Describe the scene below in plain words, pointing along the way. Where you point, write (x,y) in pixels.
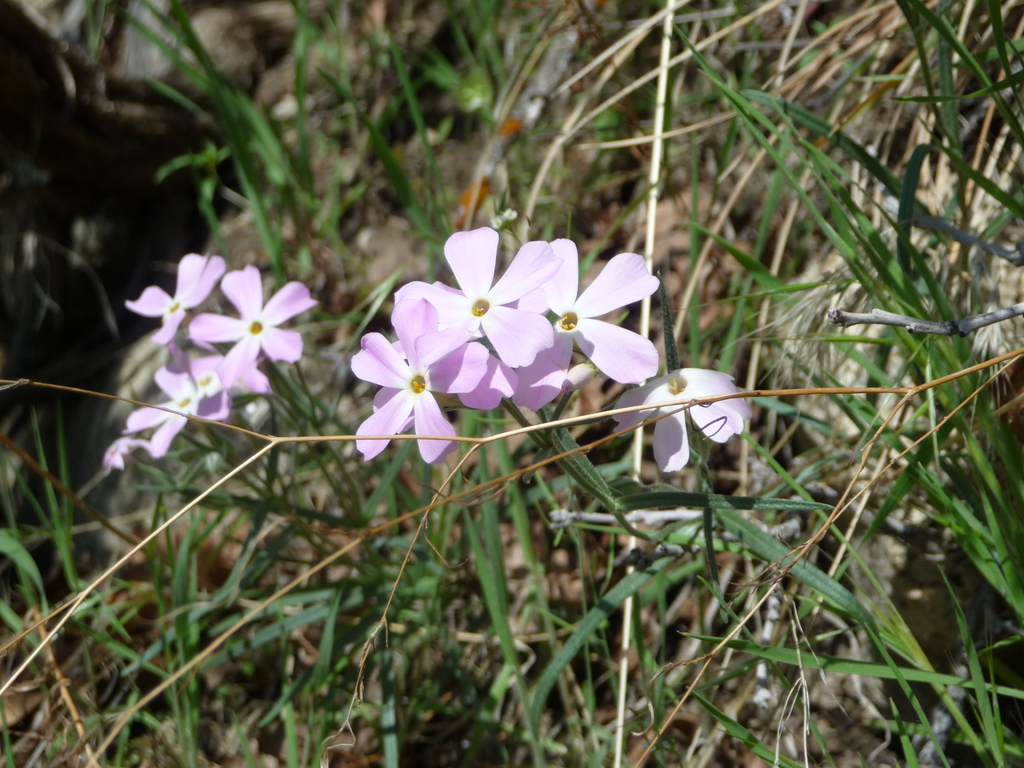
In this picture there are few plants (392,345) which are in violet color and there is yellow color in between it and there are few green color objects (684,498) below it.
